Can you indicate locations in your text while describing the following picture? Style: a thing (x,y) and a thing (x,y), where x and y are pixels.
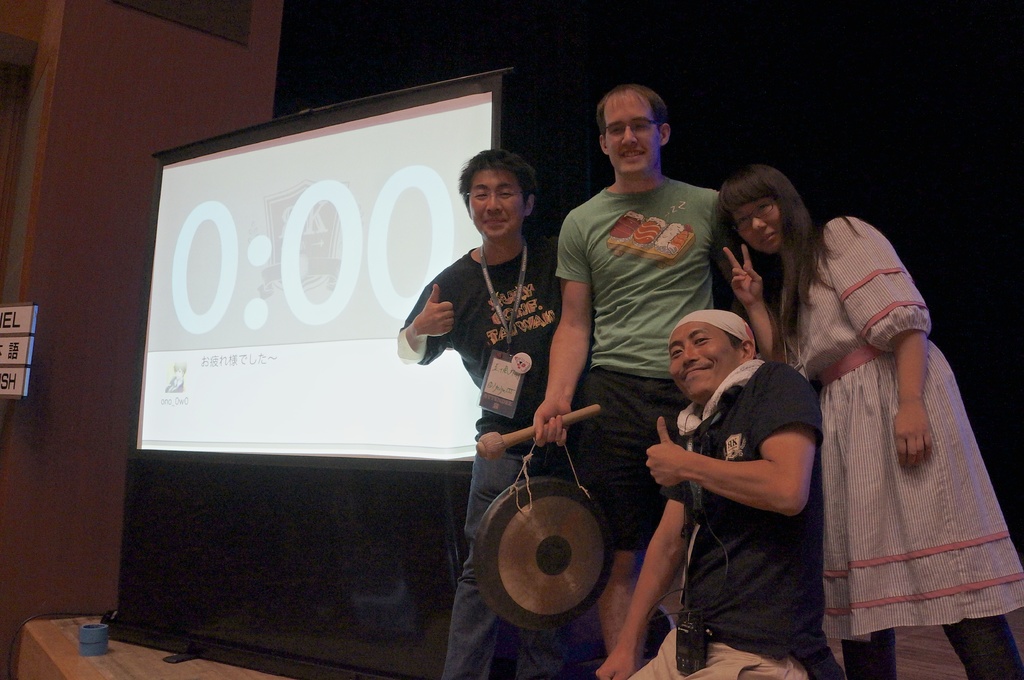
In this image in the center (676,246) there are three persons (649,281) who are standing and one person (663,582) is sitting, on the left side (310,390) there is one screen (300,403) and in the background (176,89) there is a wall (136,111). At the bottom (66,665) there is table (54,675).
